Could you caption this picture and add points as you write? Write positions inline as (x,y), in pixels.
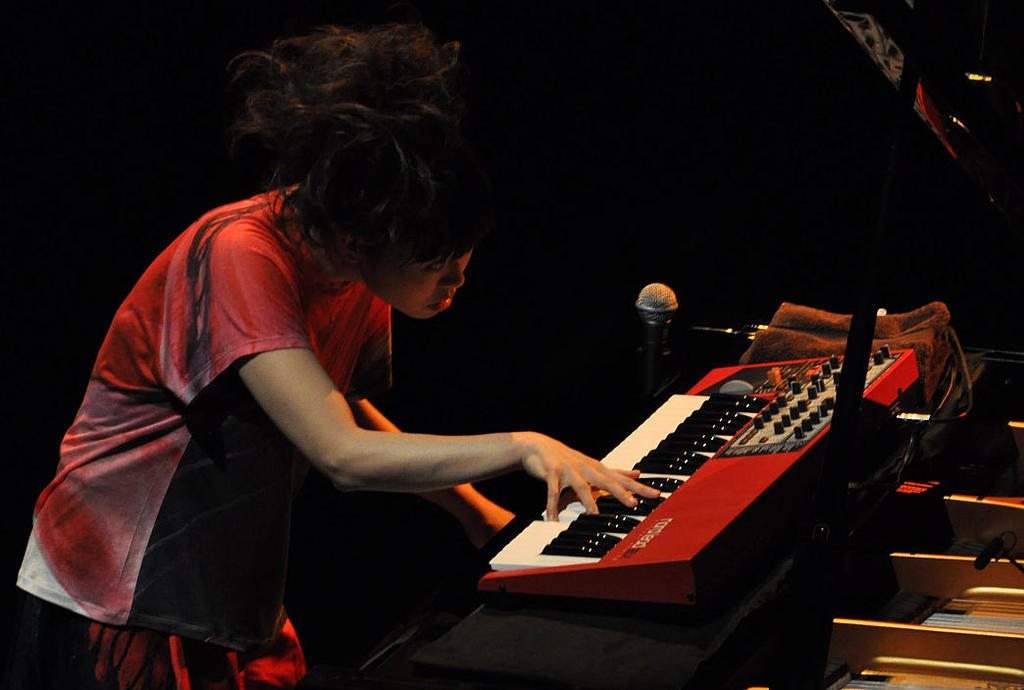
In this picture we can see a woman (112,423) standing and playing a musical keyboard (641,431), mic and in the background (716,122) it is dark.
